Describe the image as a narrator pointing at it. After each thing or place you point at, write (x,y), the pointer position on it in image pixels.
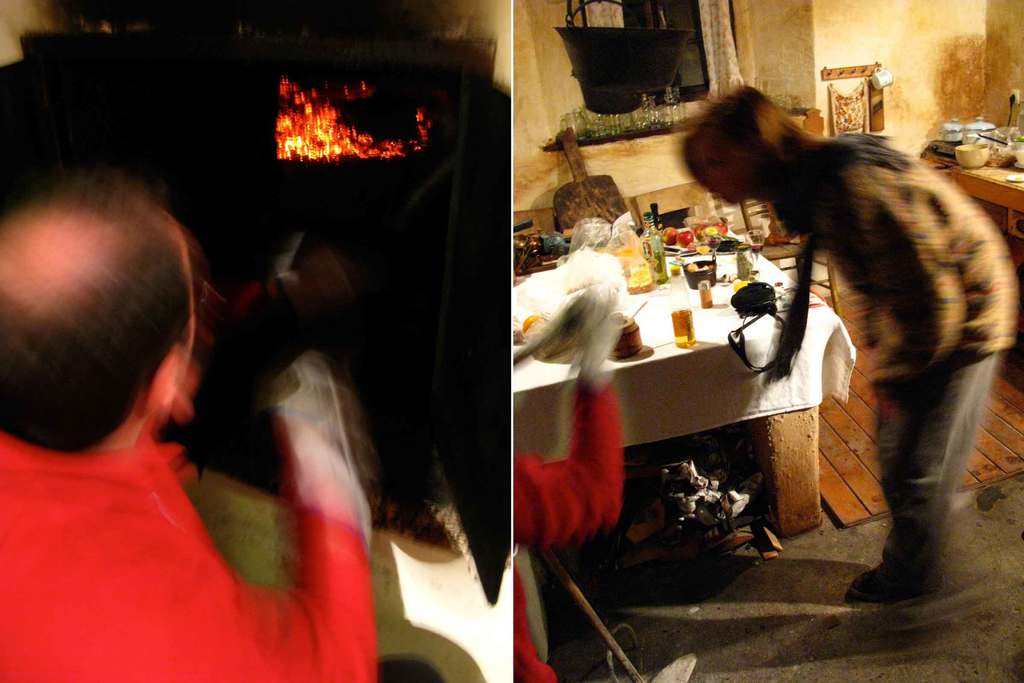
This image is a collage of two images. On the left side of the image (332,446) there is a man (105,379) and there is a fireplace (362,198) with fire (340,155). On the right side of the image (765,160) there a woman (881,157) is standing on the floor (969,553) and there is a table (692,356) with a tablecloth (725,371) and many things (658,233) on it. In the background (661,100) there is a wall (939,51) with a window (693,73) and a curtain (602,7) and there is a kitchen platform (956,172) with a few things (970,165) on it.
